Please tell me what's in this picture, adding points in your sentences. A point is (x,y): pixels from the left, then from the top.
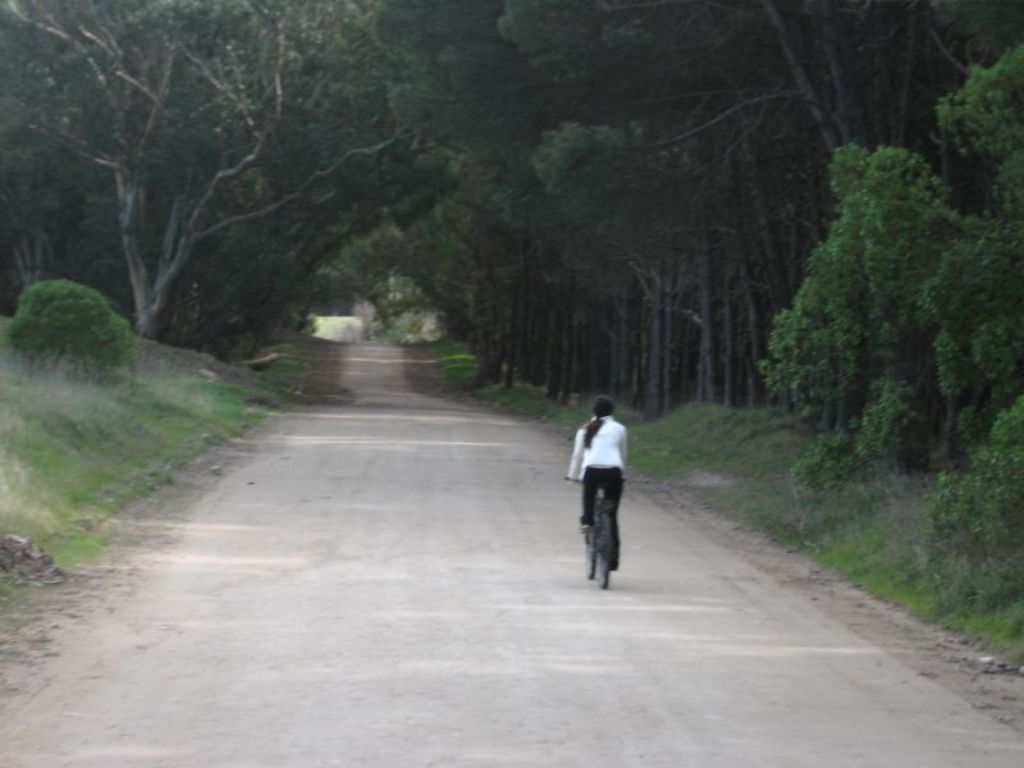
Here in this picture we can see a woman (621,501) riding bicycle (595,511) on the road (416,505) over there and on either side we can see plants (735,426) and trees (202,195) present all over there.
